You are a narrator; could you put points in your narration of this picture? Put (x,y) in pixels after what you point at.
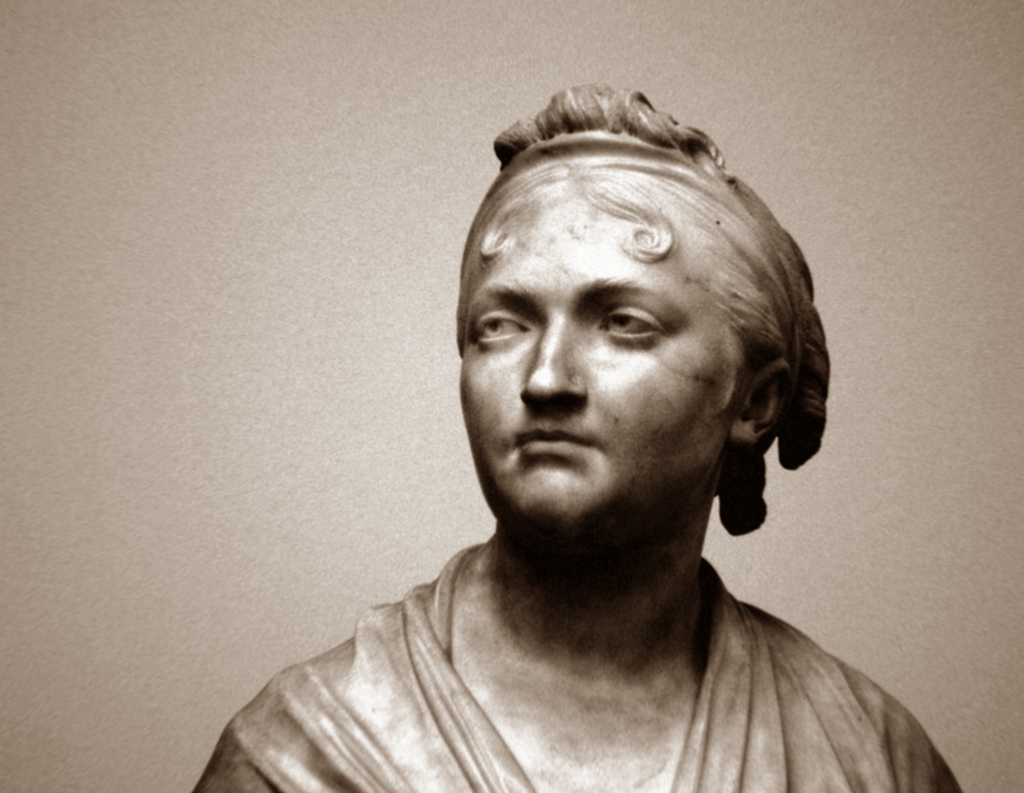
In this picture we can see a sculpture (617,677).
